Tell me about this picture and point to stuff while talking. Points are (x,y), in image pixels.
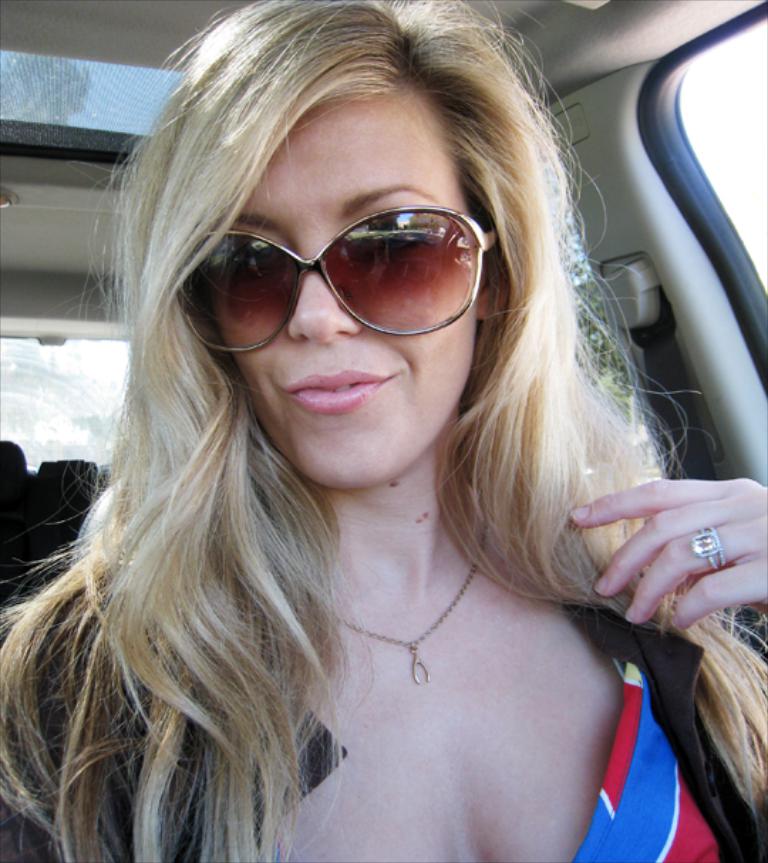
As we can see in the image there is a woman (338,425) wearing goggles (354,311) and sitting in car (758,125).
